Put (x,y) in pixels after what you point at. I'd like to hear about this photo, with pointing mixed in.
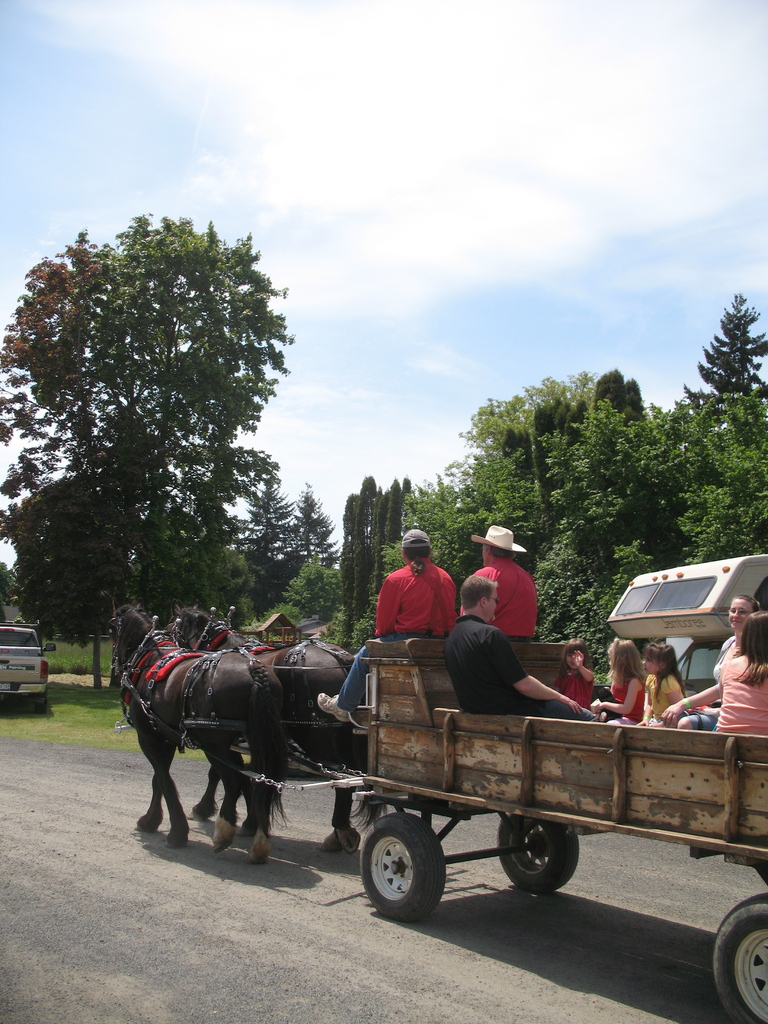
There is a horse cart (689,806) in which a crowd (517,714) is travelling on a road (293,796) and behind them there is a car (682,576) parked and so many trees (645,531) around them.
